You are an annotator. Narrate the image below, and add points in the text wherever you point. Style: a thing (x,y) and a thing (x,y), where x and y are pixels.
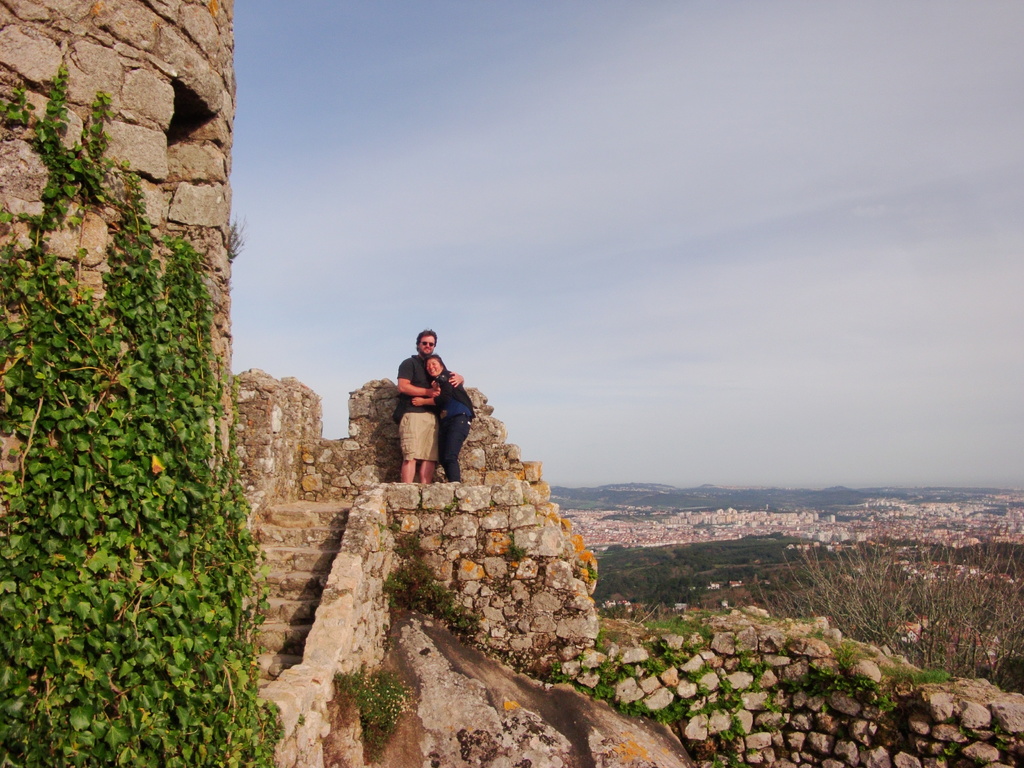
In this picture I can see there are two people (407,467) standing here on the fort (383,617) and there is a plant (47,601) and the sky (605,336) is clear.
